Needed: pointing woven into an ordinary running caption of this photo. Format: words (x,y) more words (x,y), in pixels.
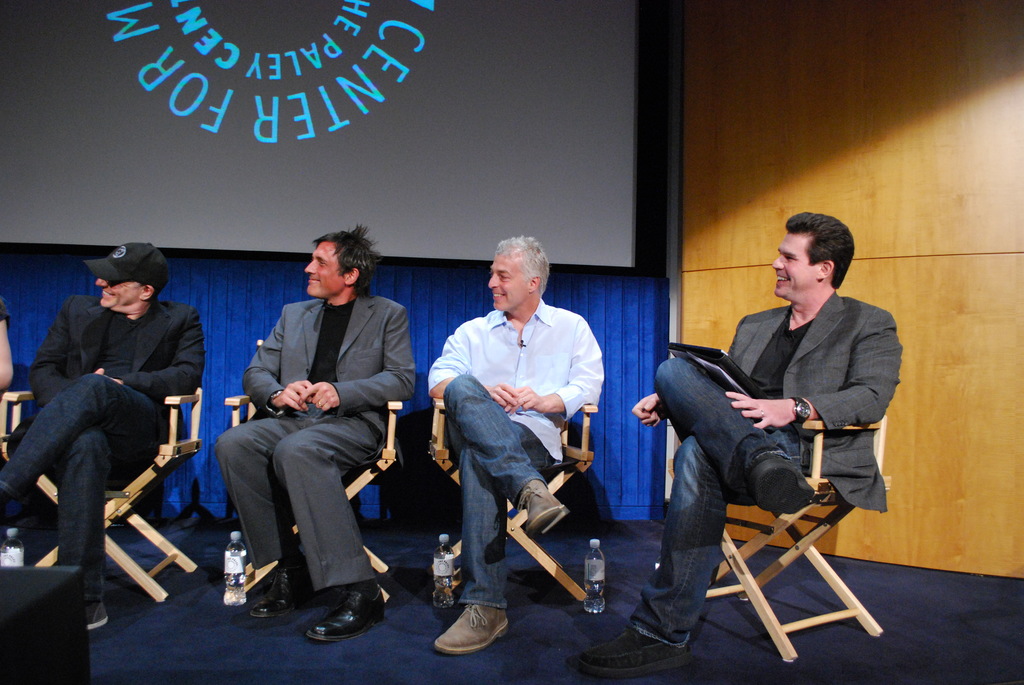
In this image we can see few persons (333,238) are sitting on the chairs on the stage (357,684). We can see water bottles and an object (7,648) on the stage (122,647). In the background (310,158) there is a screen (224,55), blue color object (417,361) and wooden wall (793,181).
